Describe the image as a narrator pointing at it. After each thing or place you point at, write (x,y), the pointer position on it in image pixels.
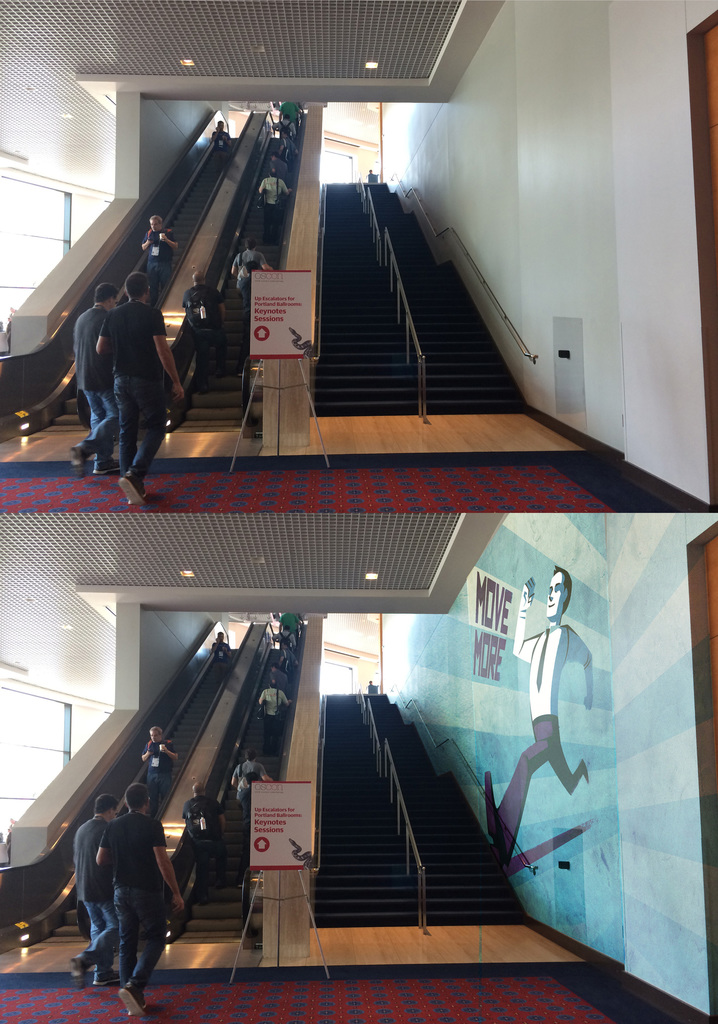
This is collage picture, in these two pictures we can see people (122,883), escalators (253,667), boards (263,312) with stands (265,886), lights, steps (427,920), railings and painting (466,742) on the wall (599,583).
